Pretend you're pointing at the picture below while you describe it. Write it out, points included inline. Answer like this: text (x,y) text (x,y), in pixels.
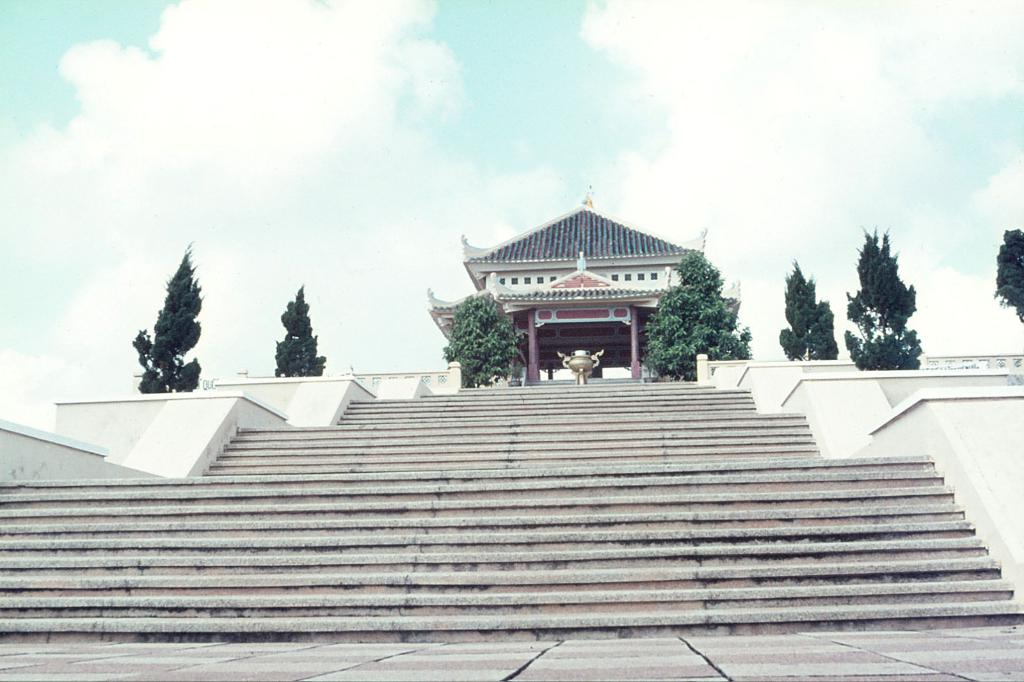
In the image there is a temple (528,317), there are plenty of steps (526,468) in front of the temple (529,367), there are few trees (486,357) on the other side of the steps (658,415).
